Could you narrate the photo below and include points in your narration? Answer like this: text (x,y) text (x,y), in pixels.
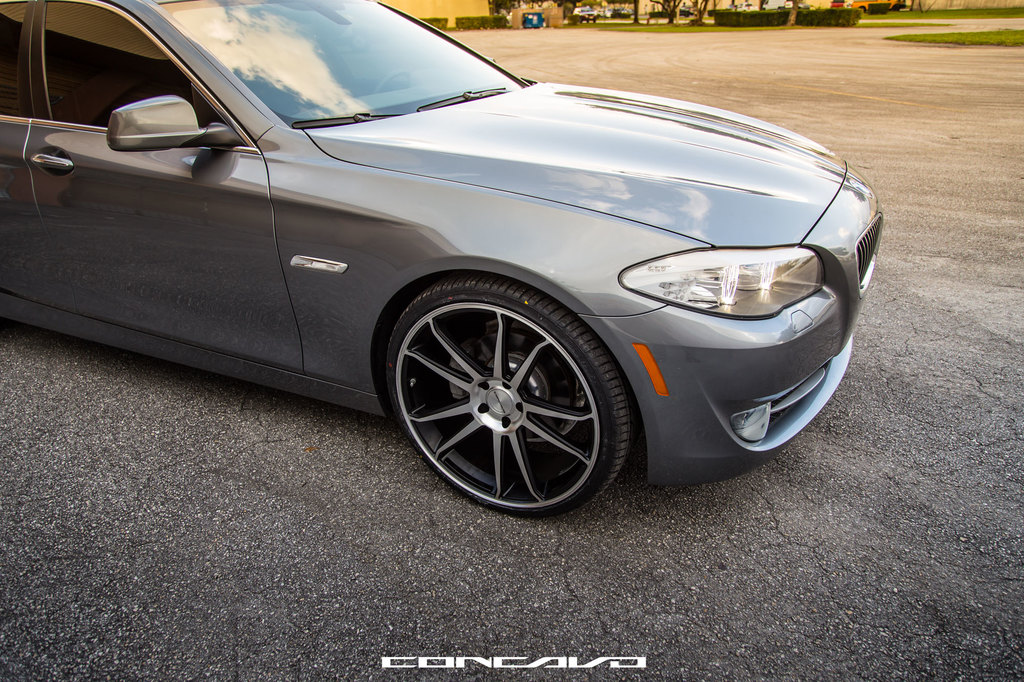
In this image in the front (576,218) there is a car (514,271). In the background (967,39) there are plants (488,17), there is grass (941,35) on the ground (717,28) and there are trees (507,4) and there is a wall (471,9).
